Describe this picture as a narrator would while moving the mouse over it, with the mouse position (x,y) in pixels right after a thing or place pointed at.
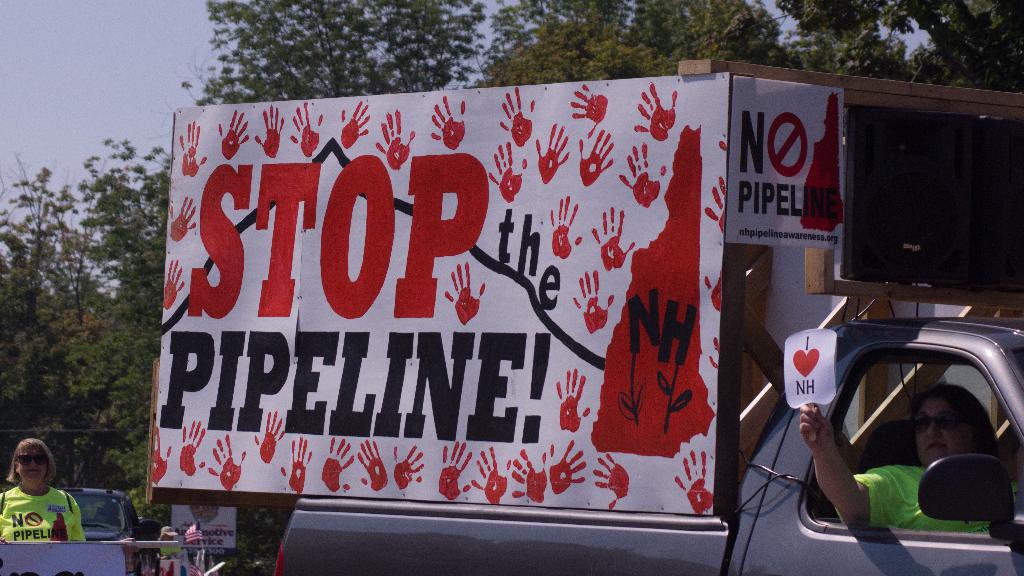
In the foreground of the picture (188,500) there are vehicles (116,530), people (847,469), placards (819,330) and boards (379,247). In the background (401,42) there are trees (267,99).
